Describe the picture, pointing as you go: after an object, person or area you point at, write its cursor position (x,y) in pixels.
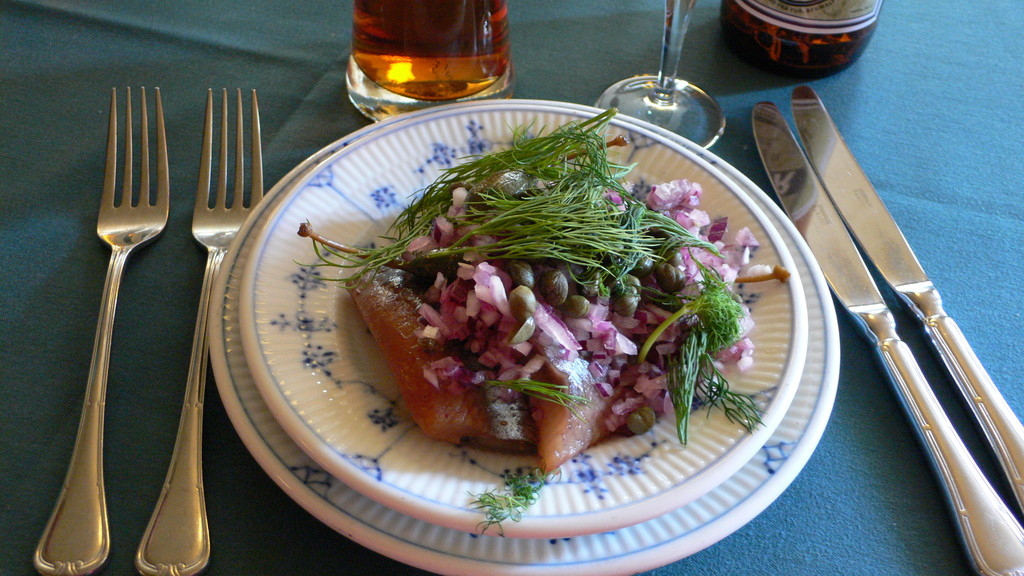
In this picture I can see forks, knives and some food item (511,296) on a white color plate (234,361). Here I can see glasses (666,46) and other objects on surface (561,69).
